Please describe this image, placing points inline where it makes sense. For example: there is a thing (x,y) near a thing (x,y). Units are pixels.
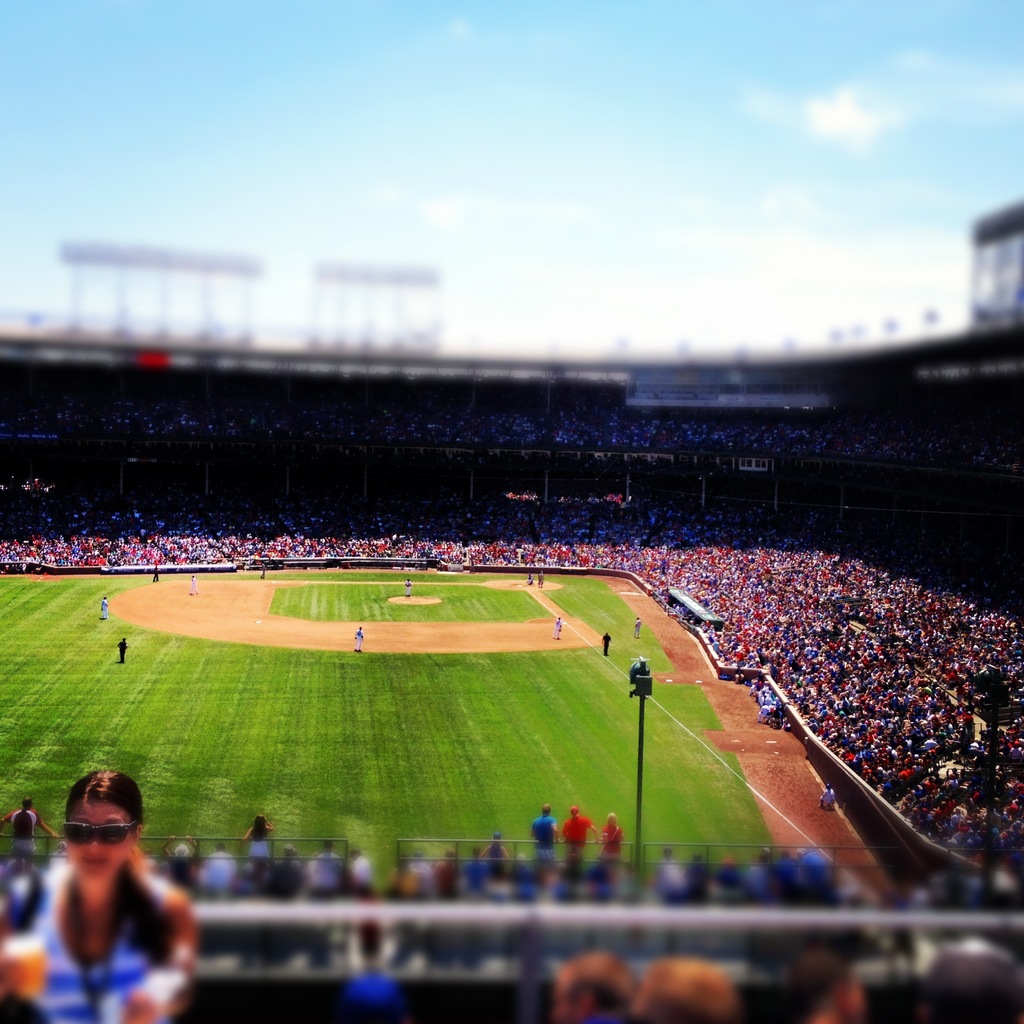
In this picture we can see there are some people (575,839) standing and some people (102,558) are sitting in a stadium (634,777) and in the stadium (662,702) there is a pole (643,744) and an iron fence (217,930). Behind the stadium (644,456) there is the sky (483,56).
